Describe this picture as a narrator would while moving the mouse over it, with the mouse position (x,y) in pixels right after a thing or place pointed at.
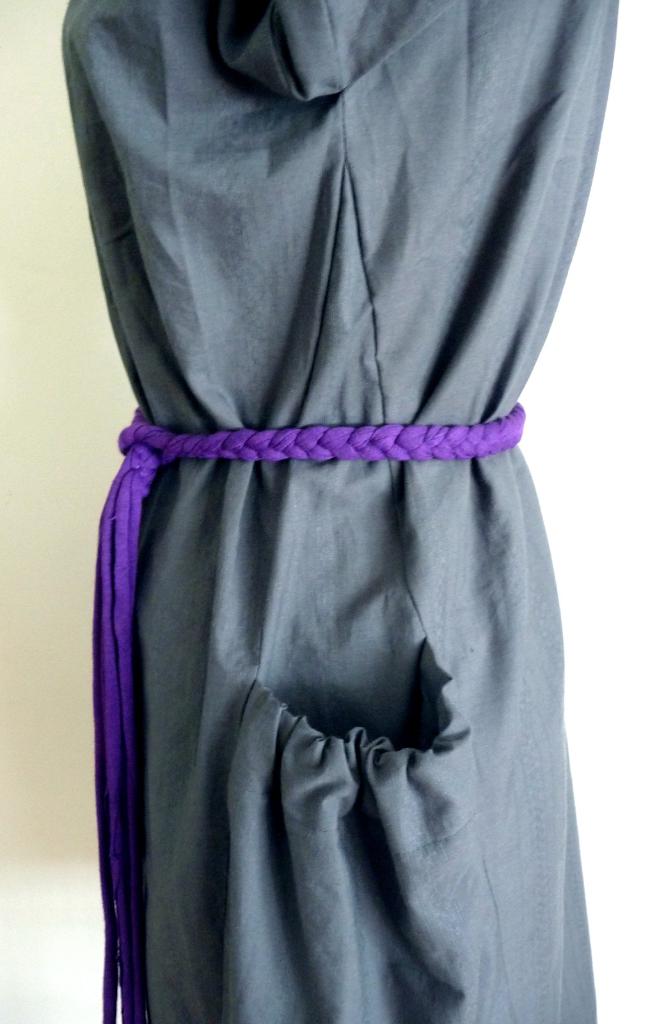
In this picture I can see there is a dress (202,467), it has a belt (240,453) and a pocket (327,693). In the backdrop (614,399) I can see there is a white surface (600,383).
